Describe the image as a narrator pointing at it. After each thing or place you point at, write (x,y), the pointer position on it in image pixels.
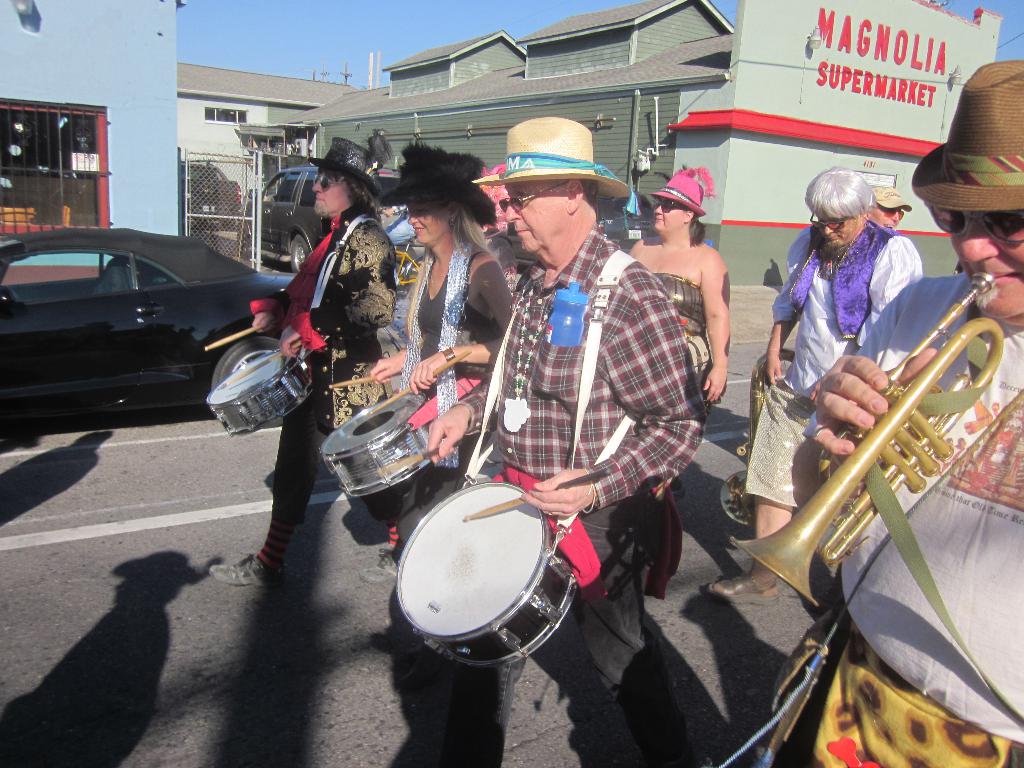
As we can see in the image there are group of people (634,387) playing different types of musical instruments (516,491). There are cars (196,328), buildings (275,160) and there is a window (28,172). There is fence (215,217) and at the top (393,45) there is sky (358,45).
